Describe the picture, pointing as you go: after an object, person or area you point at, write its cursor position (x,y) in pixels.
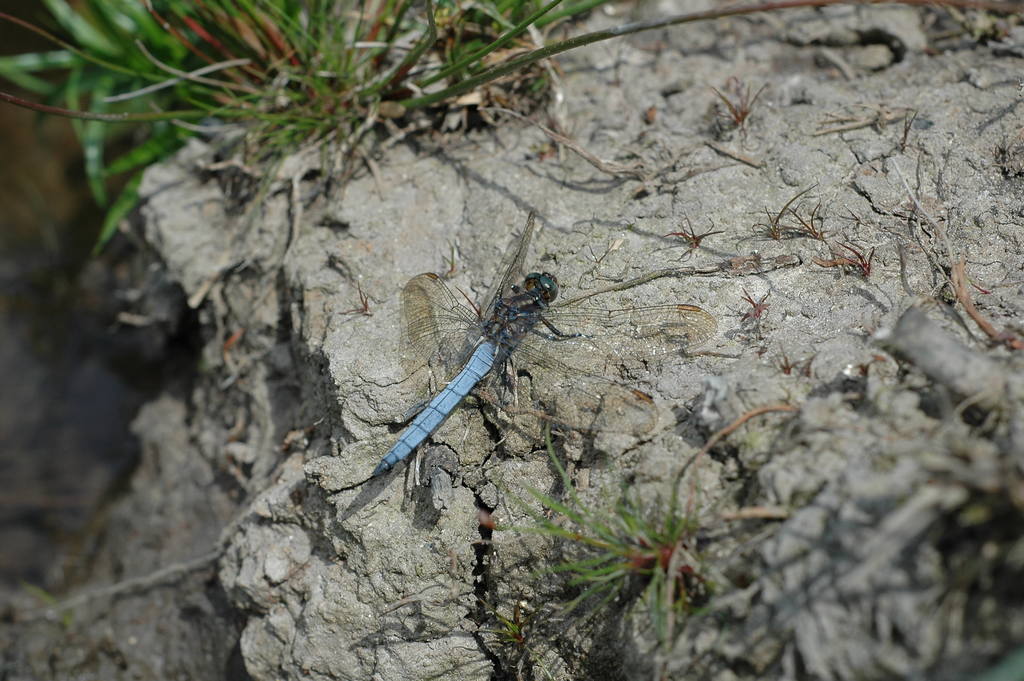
In this image I can see an insect (516,320) which is blue, black and green in color and some grass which is green in color on the ground (401,232).
